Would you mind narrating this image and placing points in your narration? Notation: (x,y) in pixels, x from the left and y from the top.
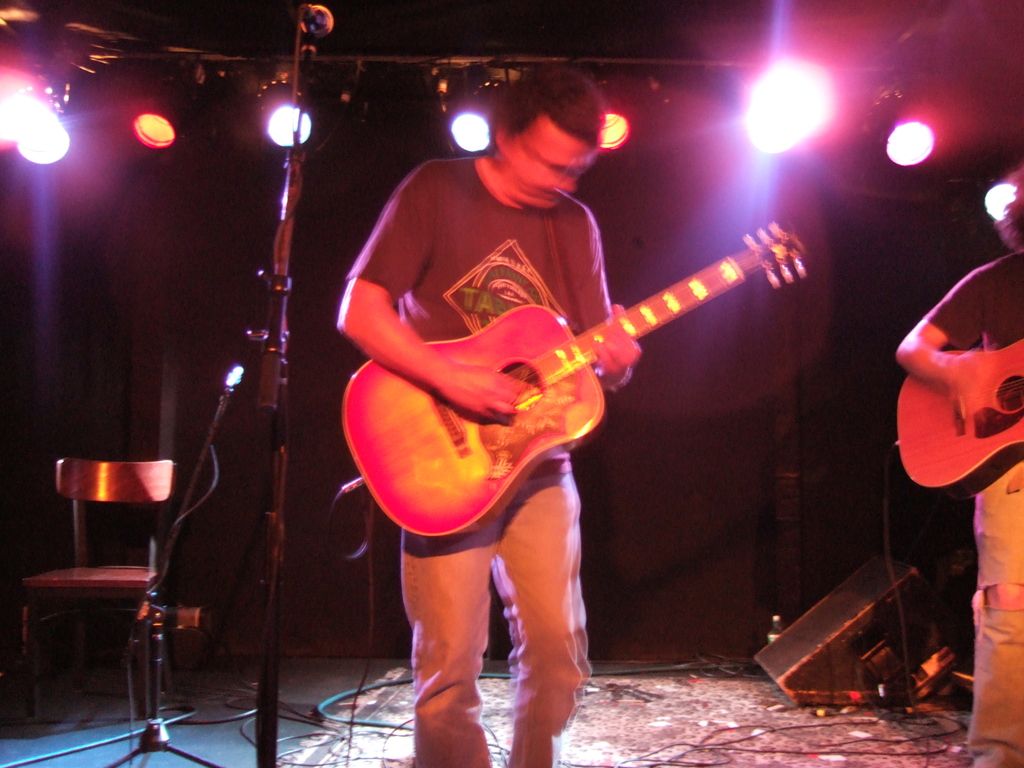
In the picture rock show was going on. There is man (364,344) in the middle (468,275) with guitar (637,329) and another man (1013,318) to the right side (996,328) corner with a guitar (934,425) and a mic (314,18) in the middle of the room (247,346) and chair (166,480) over to the left side (92,476), there are several colorful lights (156,119) on the ceiling (876,74).
